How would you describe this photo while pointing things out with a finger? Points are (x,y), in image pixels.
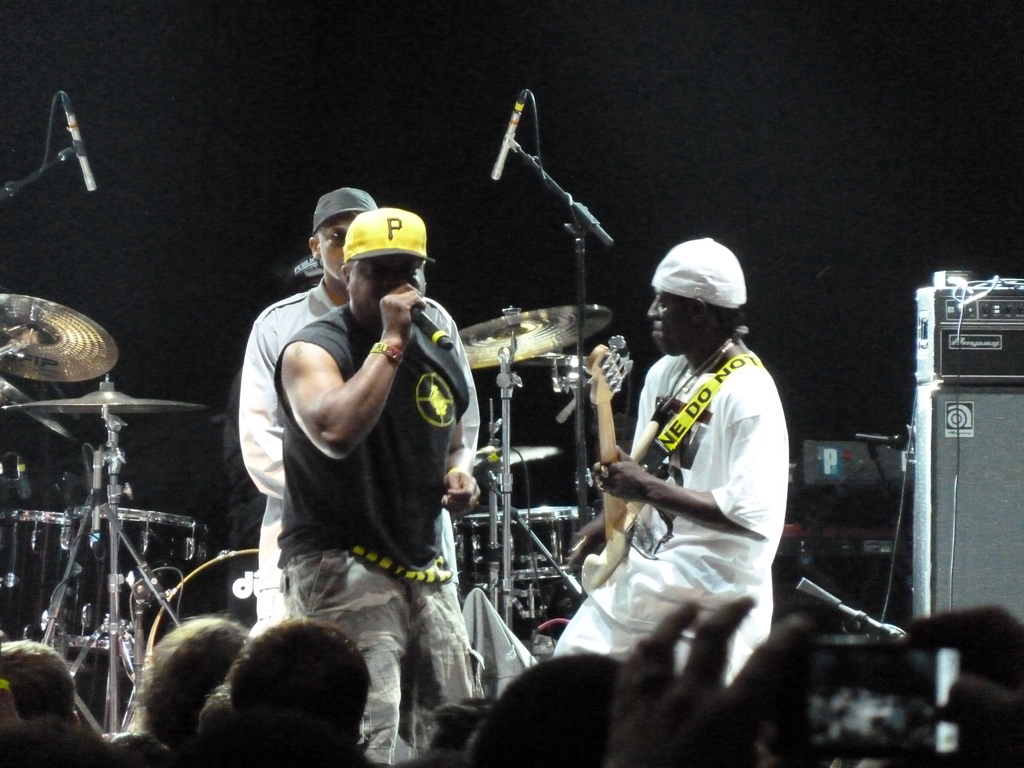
In this image i can see few people (706,502) standing on stage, the person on right (708,294) is holding a musical instrument (616,438) in his hand (587,540) and the person (384,309) on the left (330,433) is holding a microphone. In the background (507,459) i can see few musical instruments (493,524).
